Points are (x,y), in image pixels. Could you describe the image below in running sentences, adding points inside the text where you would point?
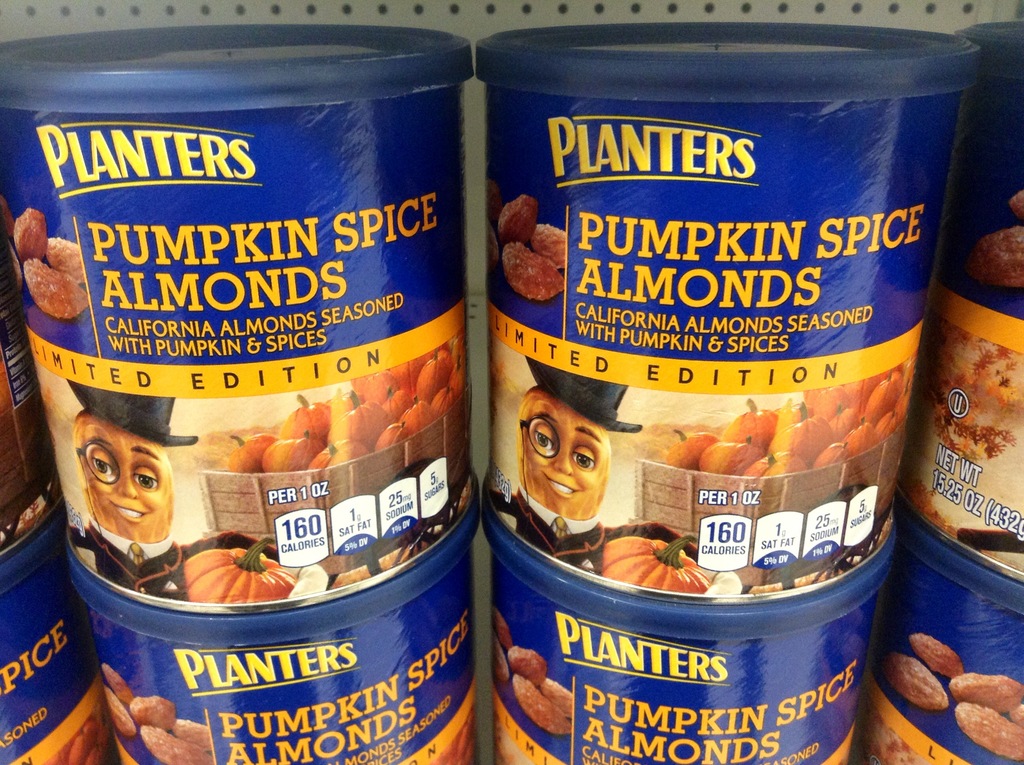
In this image I can see few boxes (264,478) which are blue in color in the racks (469,149) which are white in color. On the boxes (244,439) I can see pictures (279,475) of few fruits (336,460) and few words (259,721) printed.
